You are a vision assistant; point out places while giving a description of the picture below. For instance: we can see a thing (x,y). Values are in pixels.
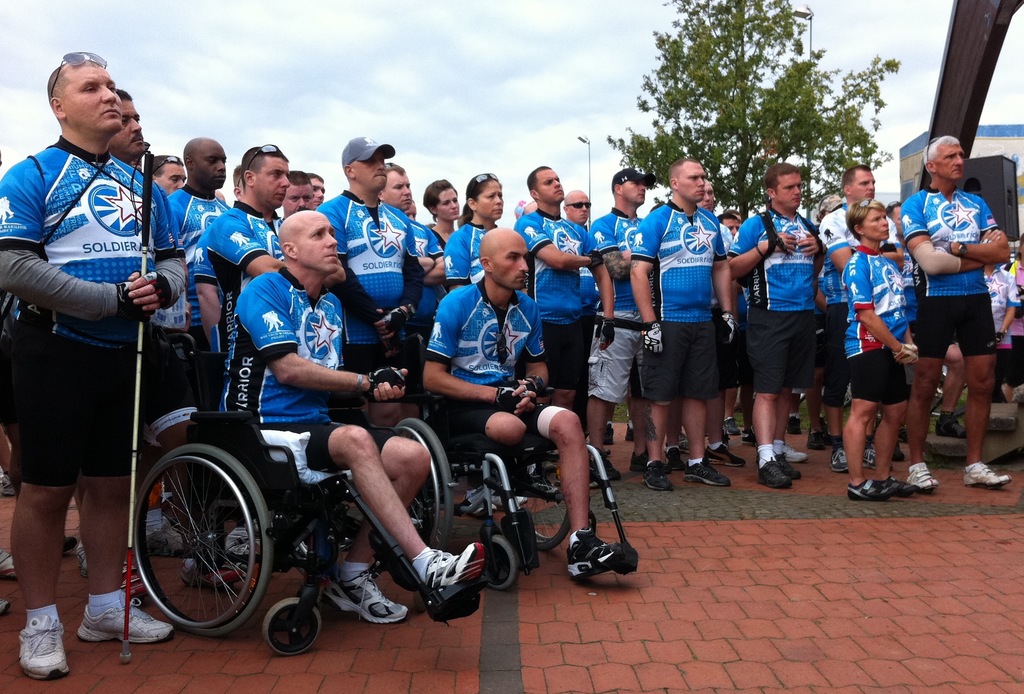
In this image I can see few people (698,187) are standing and few (482,351) are sitting on the wheel chair (456,444). One person (133,366) is holding stick (133,520) and they are wearing blue and black color dresses (617,304). Back I can see trees (746,99), light pole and sky (456,58) is in blue and white color.
